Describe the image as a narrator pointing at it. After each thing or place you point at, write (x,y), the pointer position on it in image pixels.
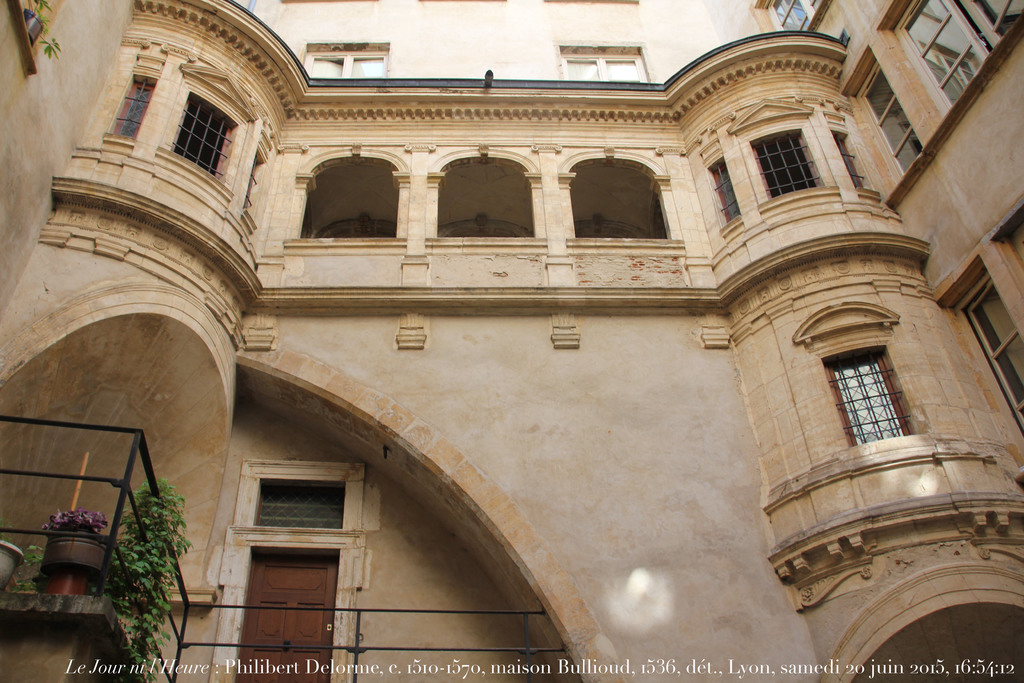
In this image there is a building (898,349). there are windows (893,405), doors (304,580) in the building (250,572). Here there are some plants (132,569).
